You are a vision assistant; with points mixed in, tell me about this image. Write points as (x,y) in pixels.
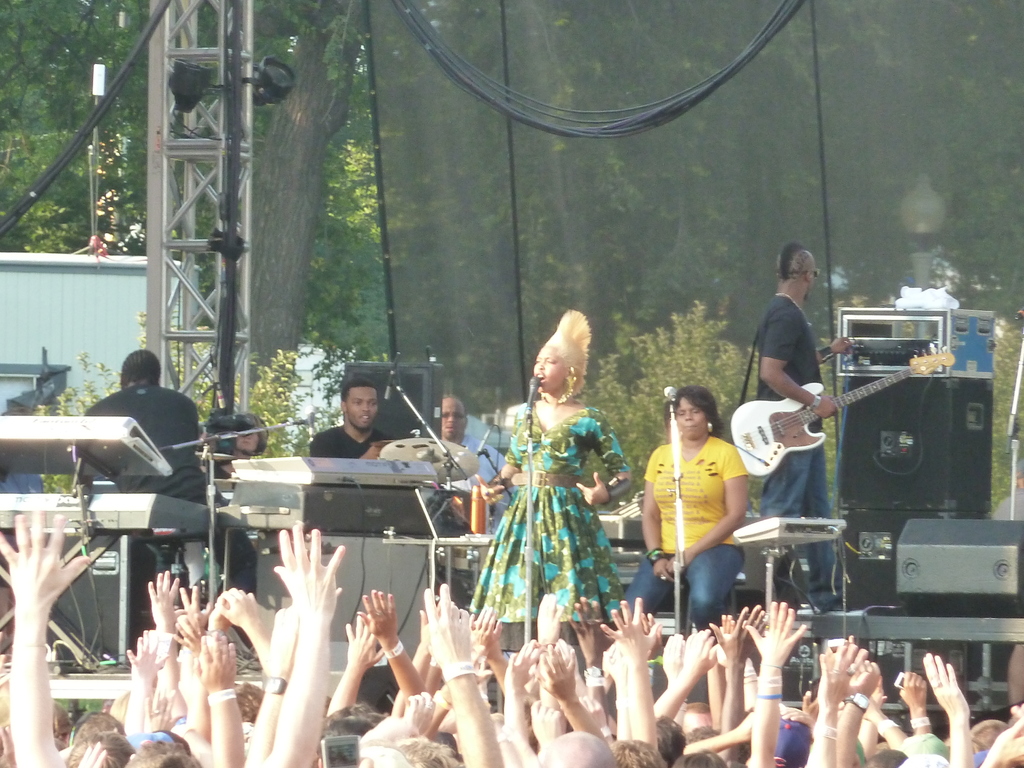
This images clicked in a musical concert where there are trees (19,78) on the top (132,96), there people (705,502) on the stage (518,636) who are playing musical instruments (14,437). The one who is in the middle (536,489) is singing. People (598,623) in the bottom (733,725) are raising their hands (604,666) to cheer up. There are trees (85,157) on the left side (301,313) and behind this people (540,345) there is an net (769,233). Wires (487,101) are on the top (621,115). There are lights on the left side (199,79).
